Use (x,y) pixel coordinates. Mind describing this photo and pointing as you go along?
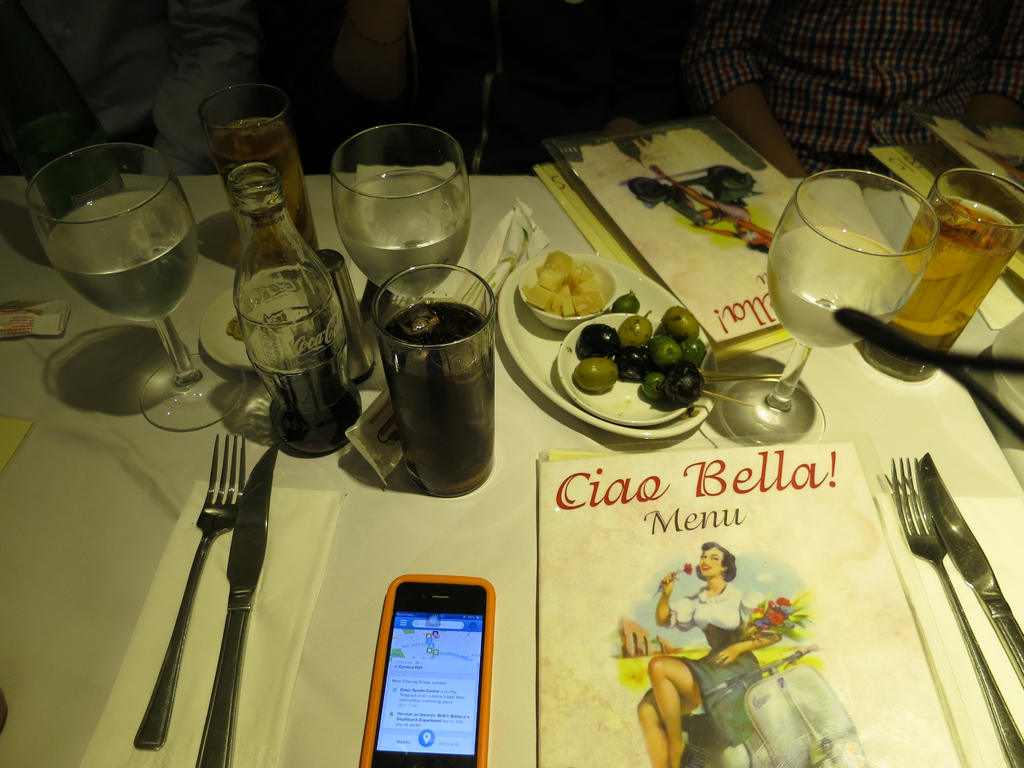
On this table (148,524) there are bottles (293,370), glasses (58,187), card (627,542), fork (925,536), knife (948,537), fruits (689,358) and mobile (487,652). Beside this table (541,407) 3 persons (134,69) are sitting on chairs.
